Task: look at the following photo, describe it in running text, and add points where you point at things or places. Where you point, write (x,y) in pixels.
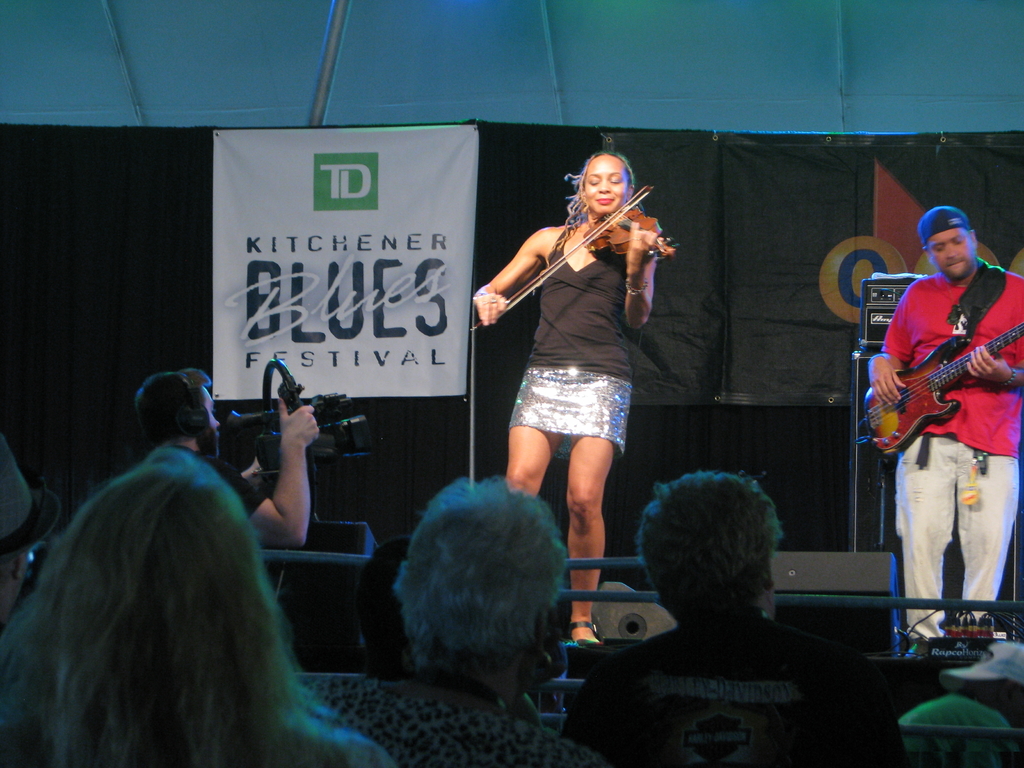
In this image I can see two people (592,348) are standing and playing the musical instruments (942,395). One person (556,381) is wearing the black dress (556,363) and another with red. In front of them there are group of people (524,548) and one person (264,532) is holding the camera (340,423). In the back (268,247) there is a banner (306,239) and the black curtain (209,224) and also a sound box (866,347).
